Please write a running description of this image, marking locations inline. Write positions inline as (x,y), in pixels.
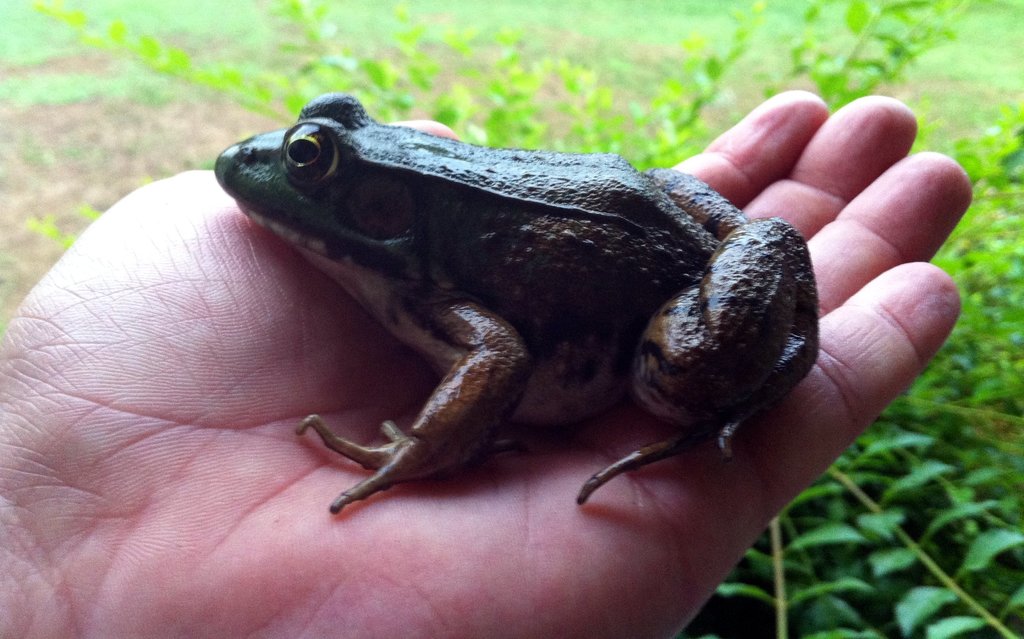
In the middle of the image (503,252) we can see a frog (418,302) in the hand (377,424), and we can find few plants (534,76).
